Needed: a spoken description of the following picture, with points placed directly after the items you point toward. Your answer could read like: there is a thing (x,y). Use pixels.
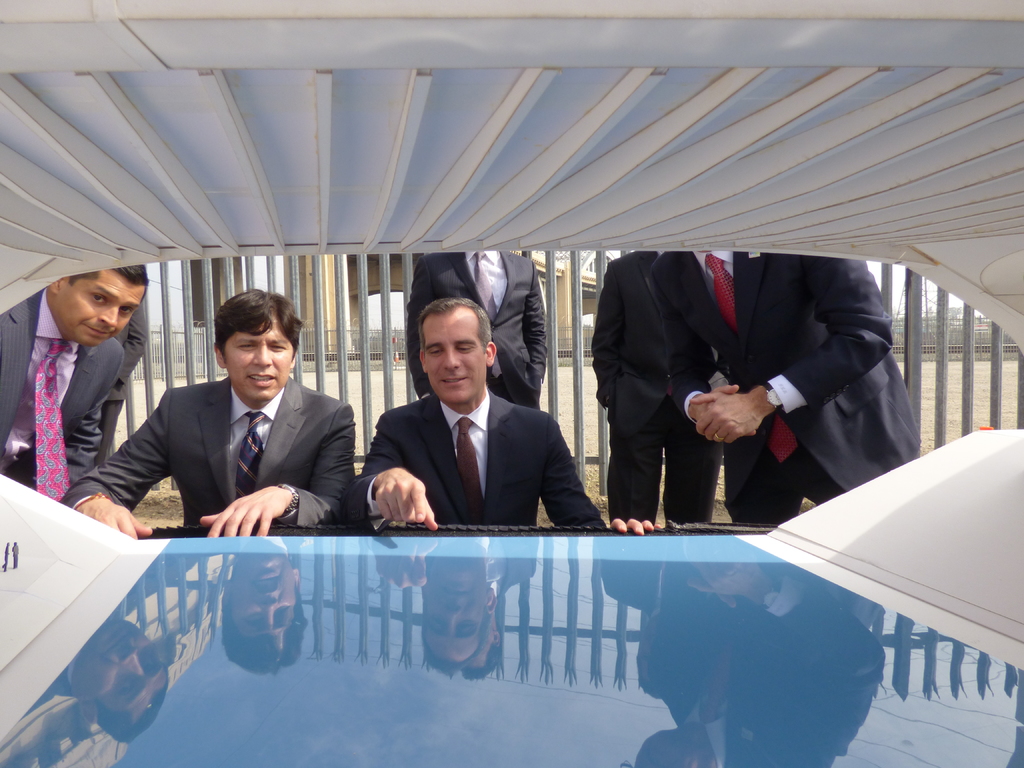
In this picture we can see some people (491,391) are standing and in front of the people (259,336) there is an object (554,600) and behind the people (326,431) there is an iron fence (912,327) and other things (396,286).
